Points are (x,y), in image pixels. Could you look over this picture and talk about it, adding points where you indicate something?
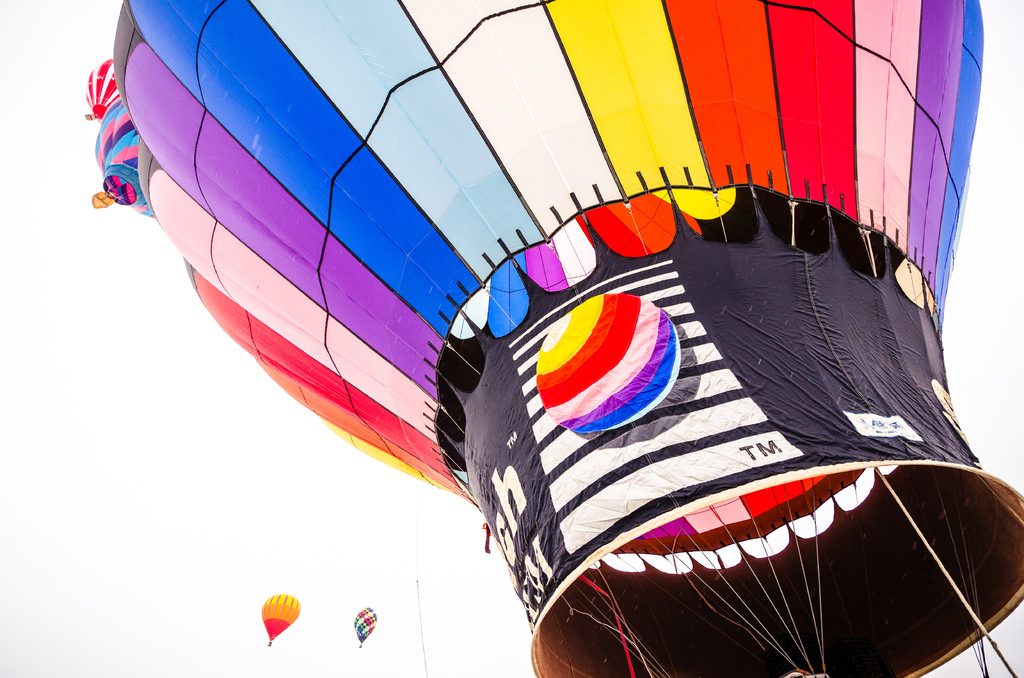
In this picture, we see several hot air balloons (428,439) which are in blue, pink, white, yellow, red, orange and black color. In the background (284,429), we see the sky (262,454).
